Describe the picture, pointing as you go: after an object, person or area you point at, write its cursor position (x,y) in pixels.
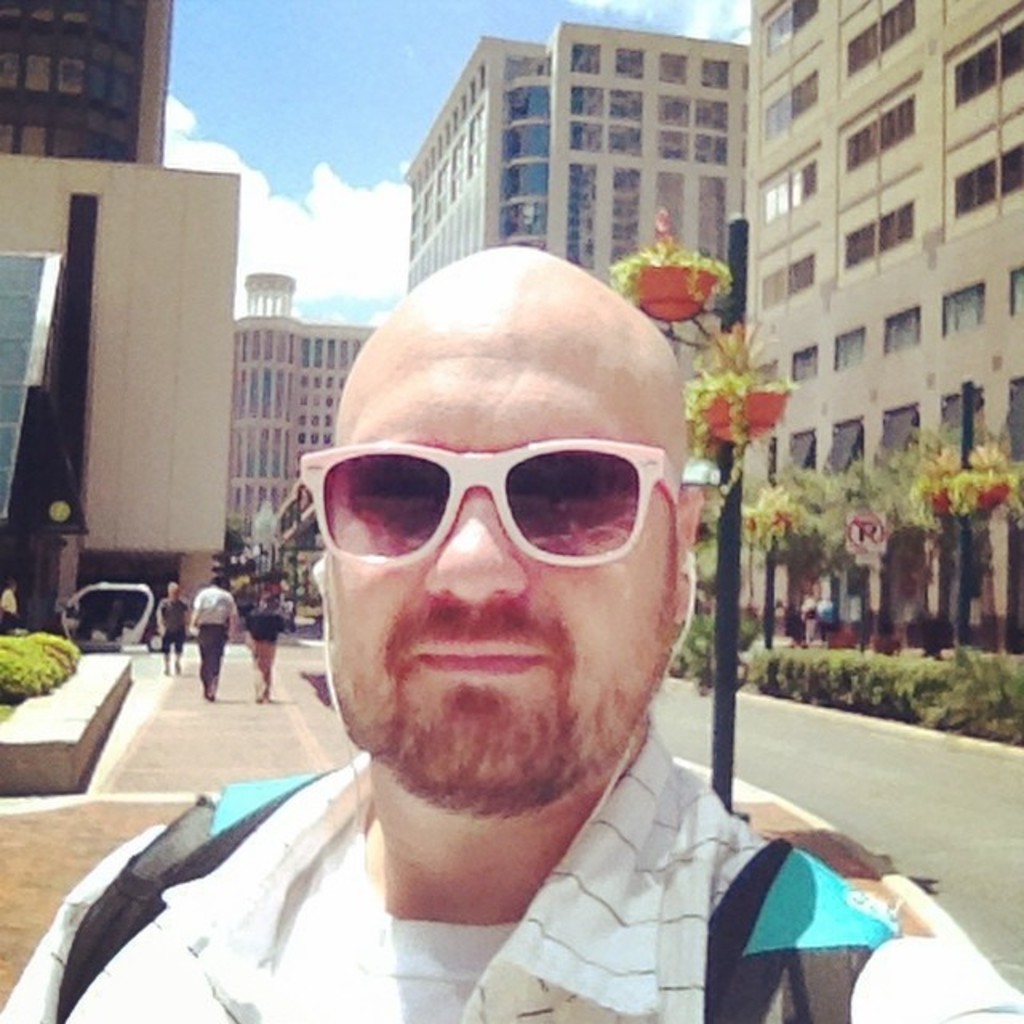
In the center of the image (457,471) there is a person (428,771) standing on the road (79,861). In the background (176,663) there are persons (213,617), buildings (204,371), poles (744,306), plants (758,673), sky (352,142) and clouds (335,228).
